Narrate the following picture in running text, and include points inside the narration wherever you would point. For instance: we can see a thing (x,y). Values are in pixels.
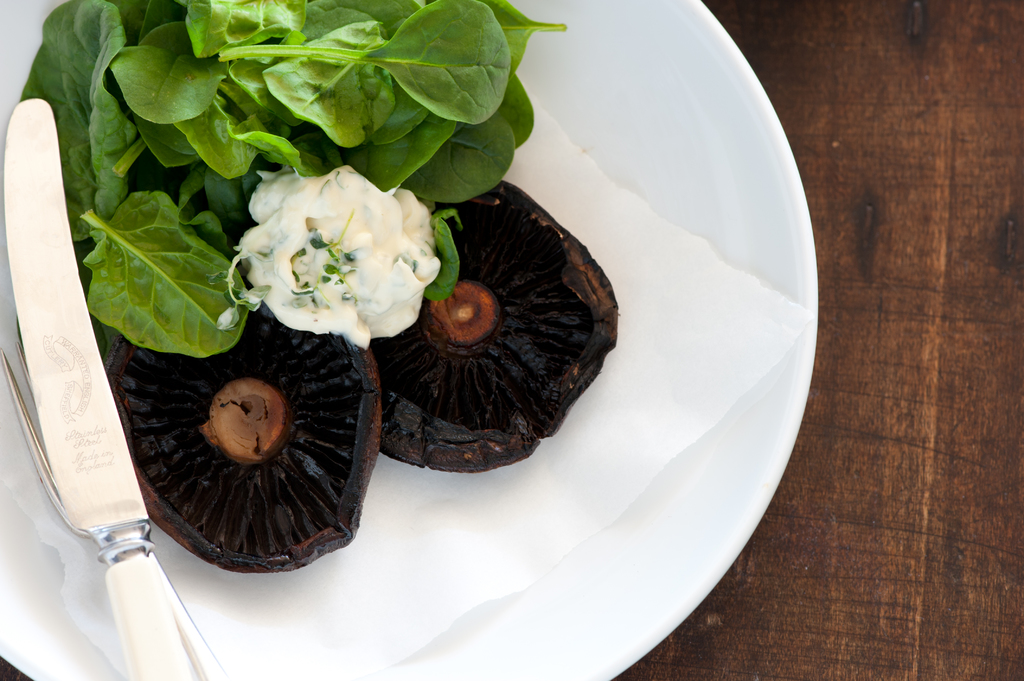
In this picture I can observe some food (447,350) placed in the white color plate (680,84). There is a tissue (319,606) and a knife (72,462) in the plate (658,384). I can observe leafy vegetables (249,142). This plate (665,93) is placed on the brown color table (865,405).
